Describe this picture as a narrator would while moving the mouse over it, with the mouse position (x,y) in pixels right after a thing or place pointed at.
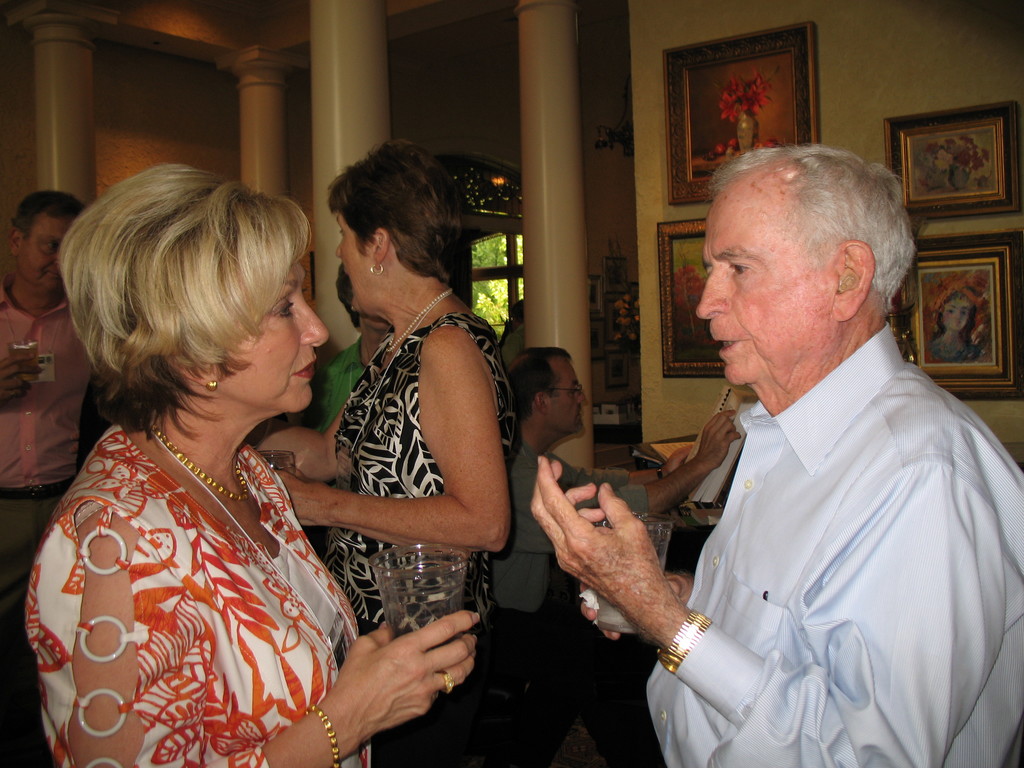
In this picture we can see a group of people (898,683), some people (933,580) are holding glasses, one person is holding a book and in the background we can see a wall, pillars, photo frames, window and some objects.
